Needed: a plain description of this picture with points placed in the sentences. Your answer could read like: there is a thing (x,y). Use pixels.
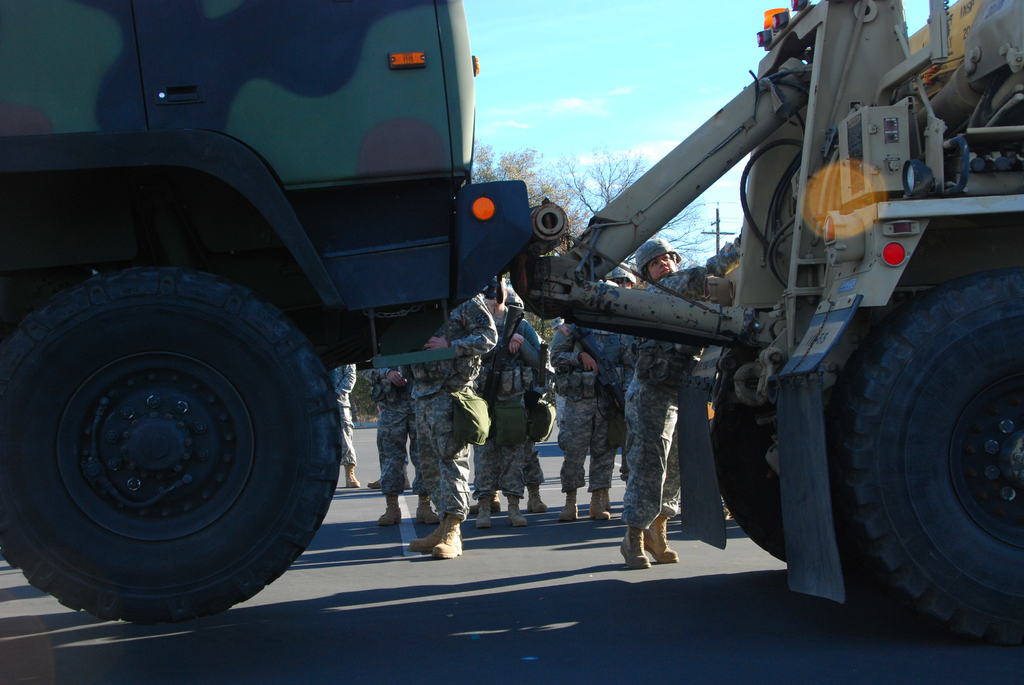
In this image, at the left side (264,166) we can see a truck (264,166), at the right side (935,308) there is a towing vehicle (787,139), there are some people (480,378) standing, in the background (578,180) there are some trees (550,163), at the top (581,126) there is a sky (587,73).
